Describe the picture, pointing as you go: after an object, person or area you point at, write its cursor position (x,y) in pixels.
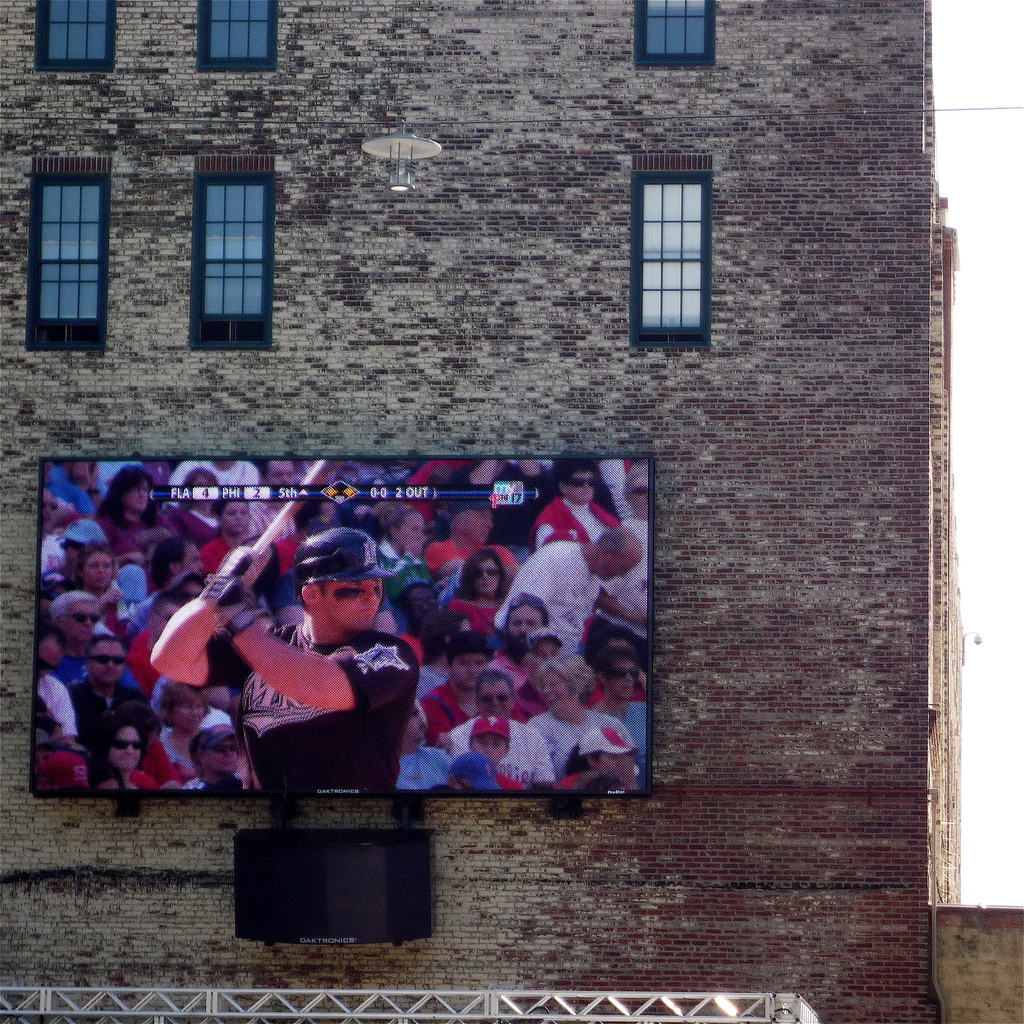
In this image there is a building (717,830) and we can see a screen (348,723) placed on the wall (707,715) and there are windows (648,296). At the bottom (50,1000) there is a rod (617,1007) and lights (671,999).
